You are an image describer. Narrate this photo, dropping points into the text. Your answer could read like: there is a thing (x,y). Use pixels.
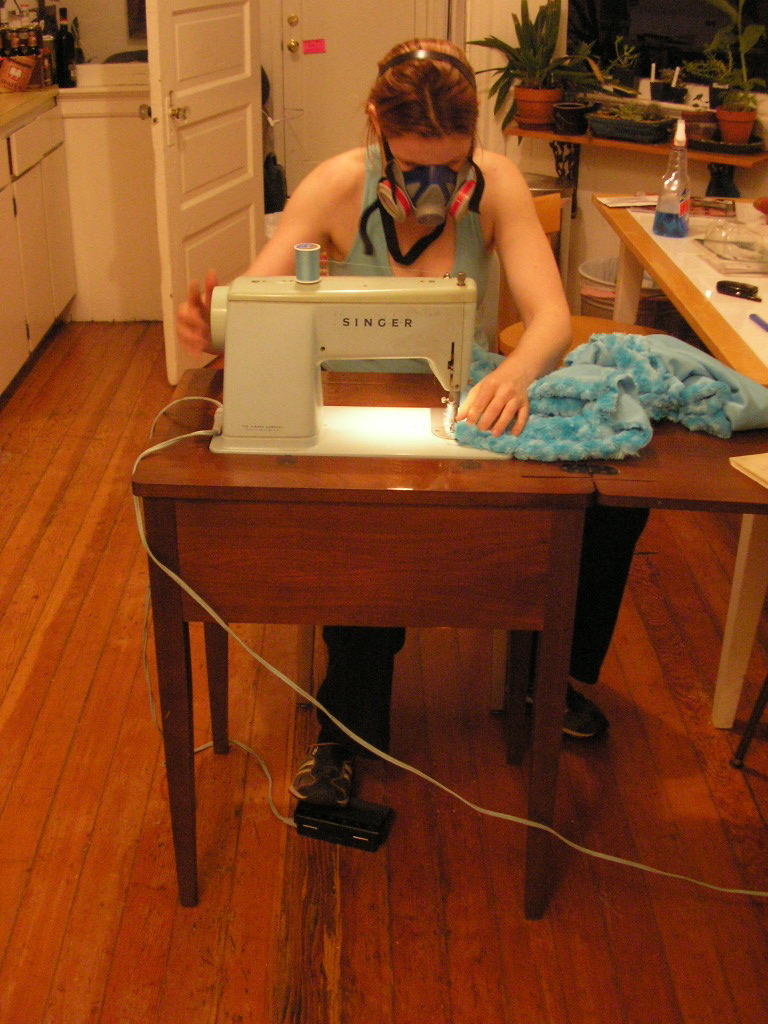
In this image there is a lady person (391,235) who is stitching blue color dress (477,378) and at the background of the image (305,115) there is a door (343,46) and some plants (635,115).
